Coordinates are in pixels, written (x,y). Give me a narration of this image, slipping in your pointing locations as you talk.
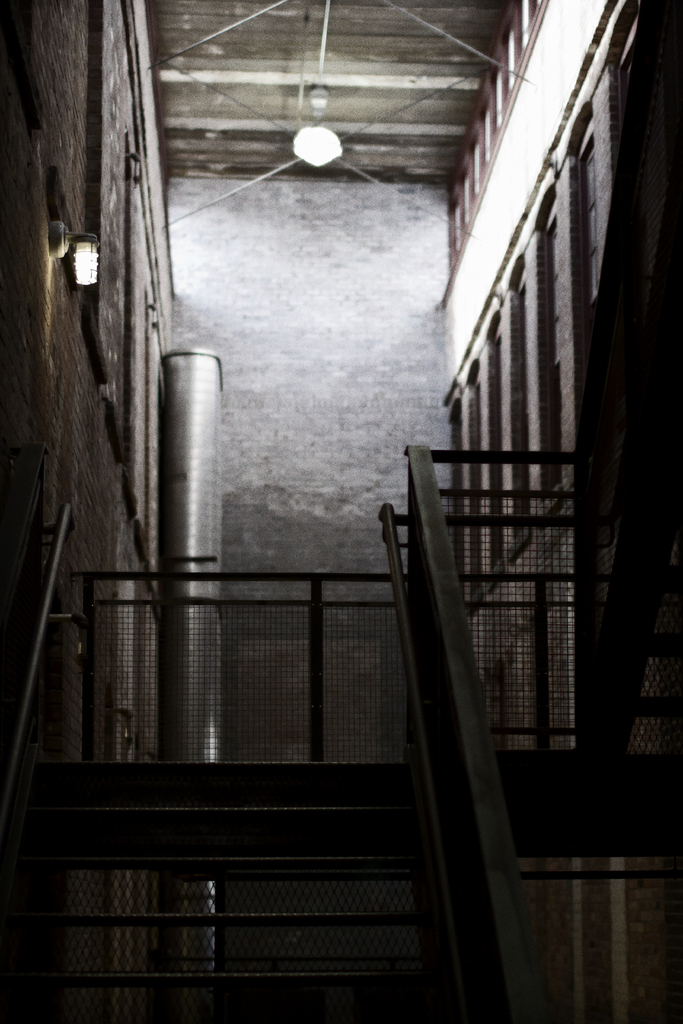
In the foreground of this image (379,1011), there are stairs (302,888), railing (423,749), wall (441,487) and the lights (327,153). We can also see a metal pipe (195,427) like an object (184,451).
